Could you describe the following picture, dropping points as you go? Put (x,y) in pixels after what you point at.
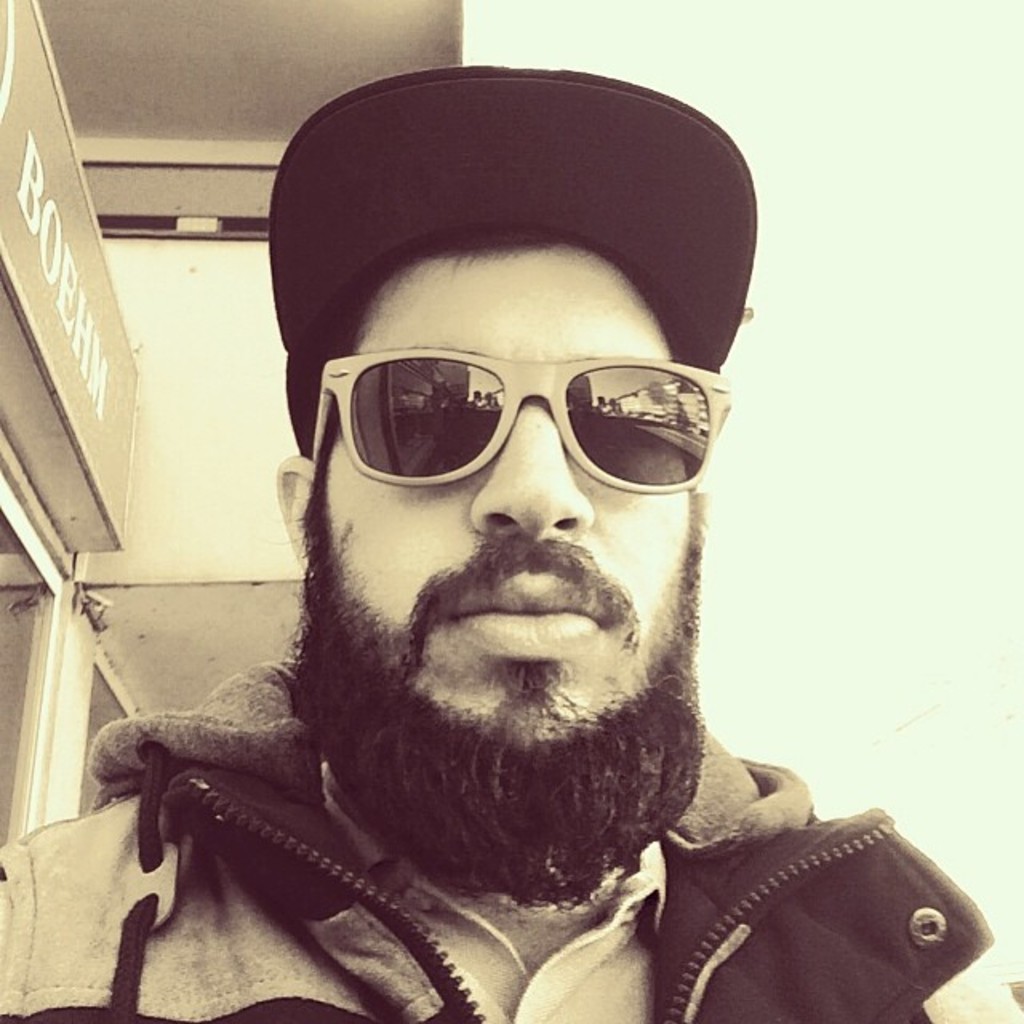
In the background (92,101) we can see the wall (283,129). On the left side of the picture (19,76) we can see a board (18,48). In this picture we can see a man (770,875) wearing a cap (630,237), jacket (813,957) and goggles (398,464).
